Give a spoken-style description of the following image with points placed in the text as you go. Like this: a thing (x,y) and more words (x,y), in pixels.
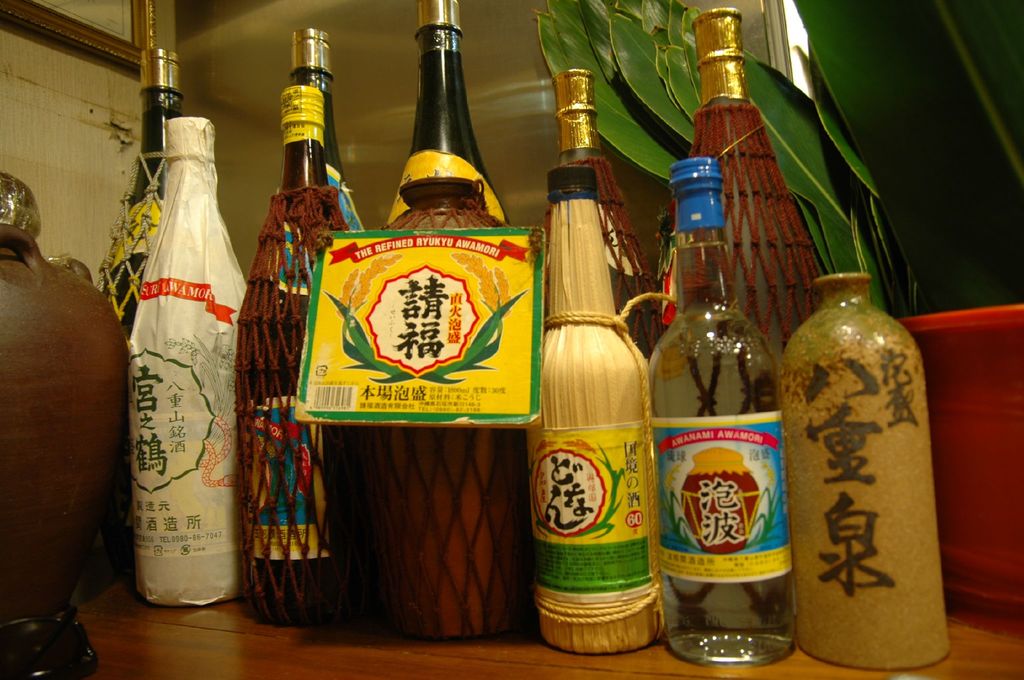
This image contains a table (357,653) on which ten alcohol bottles (331,612) are placed. On the bottle (352,446), we see sticker (538,496) with some text (557,495) written on it. In front of the picture, we see a cardboard (345,324) with some text (458,330) written on it and behind the bottles (559,108), we see plant (679,143) and cupboard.
